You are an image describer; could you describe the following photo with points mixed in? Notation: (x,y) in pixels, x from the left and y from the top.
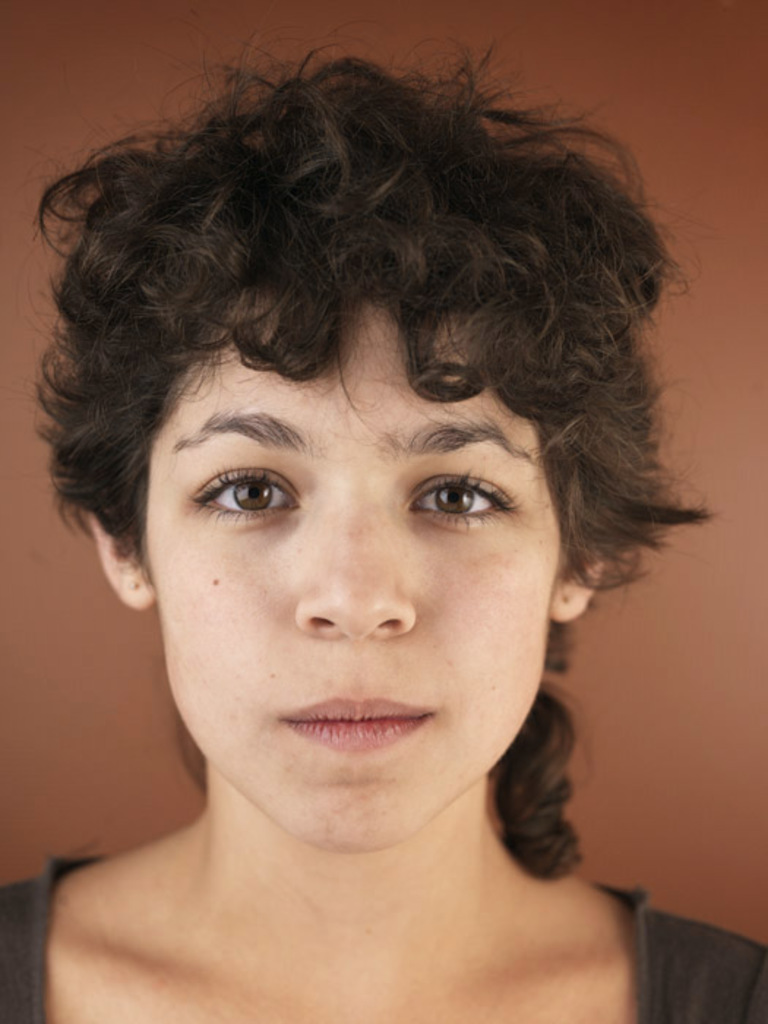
The picture consists of a woman (553,352). In the background (1,474) there is a wall (697,140) painted red.
